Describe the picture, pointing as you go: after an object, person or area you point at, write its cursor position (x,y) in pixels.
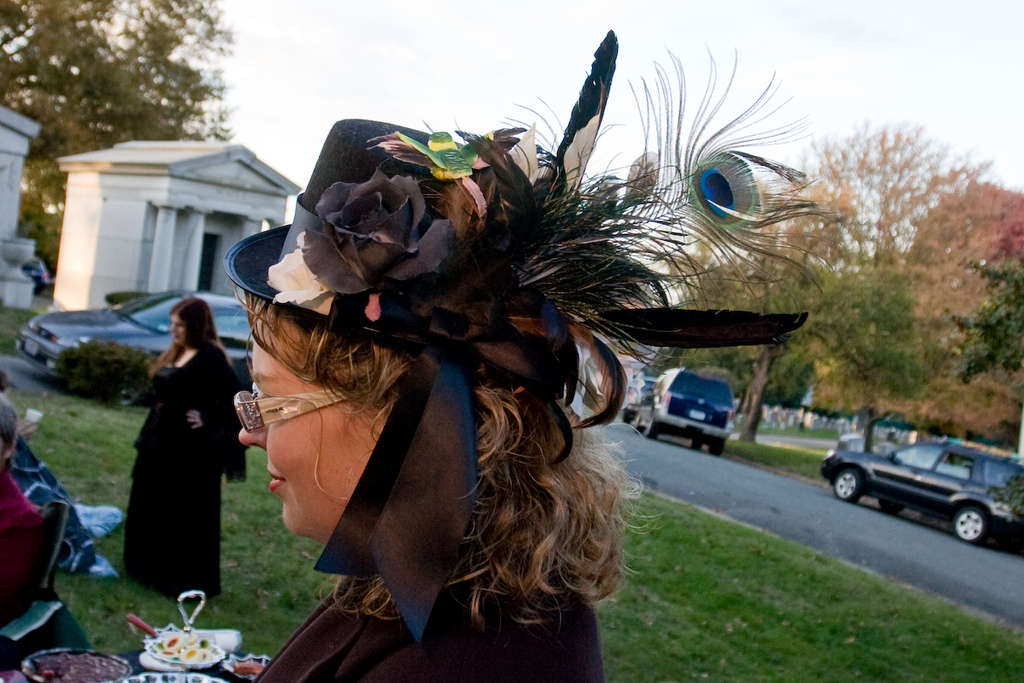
In this image we can see a woman (339,428) and there is a hat (373,282) on her head (504,400) with decorative flowers (381,269) and a feather (580,235) of a peacock (567,235) on the hat (479,224). In the background (840,352) we can see few persons (20,503) on the left side (167,555), grass (114,505), vehicles (680,394) on the road (607,438), trees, room (175,255) and sky (790,72).
